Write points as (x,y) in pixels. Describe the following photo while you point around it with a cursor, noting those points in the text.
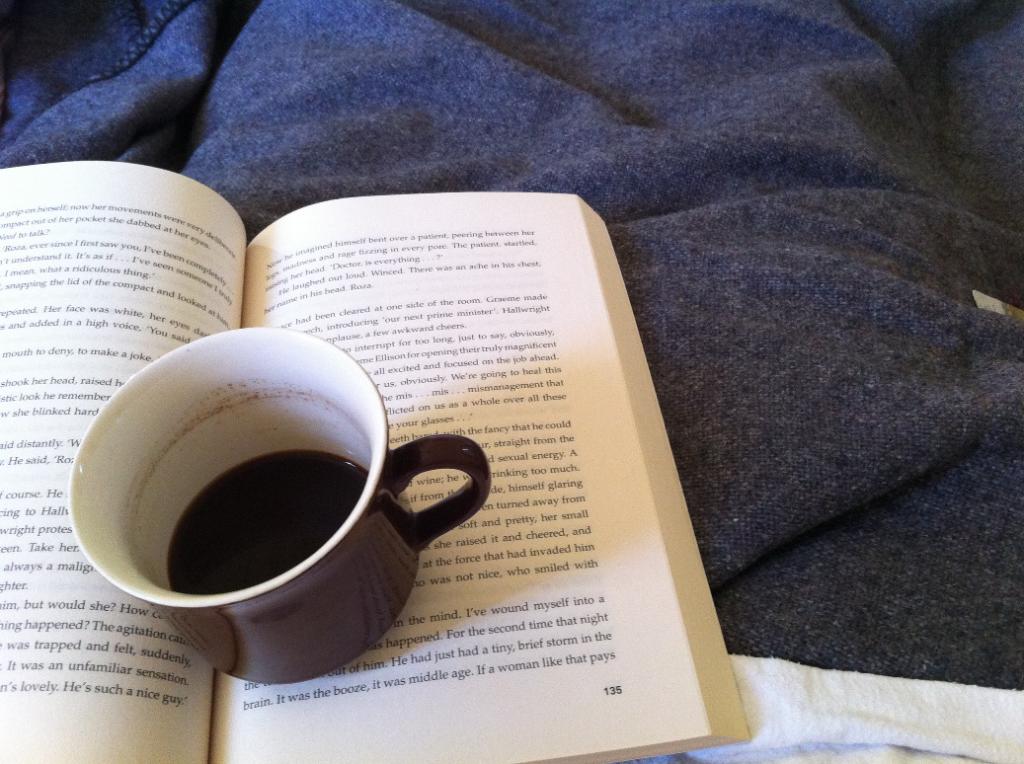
In the image, there is a book (313,284) kept on a bed sheet (667,412) and on the book (476,429) there is a cup (326,550) containing some drink (252,496) is kept.
